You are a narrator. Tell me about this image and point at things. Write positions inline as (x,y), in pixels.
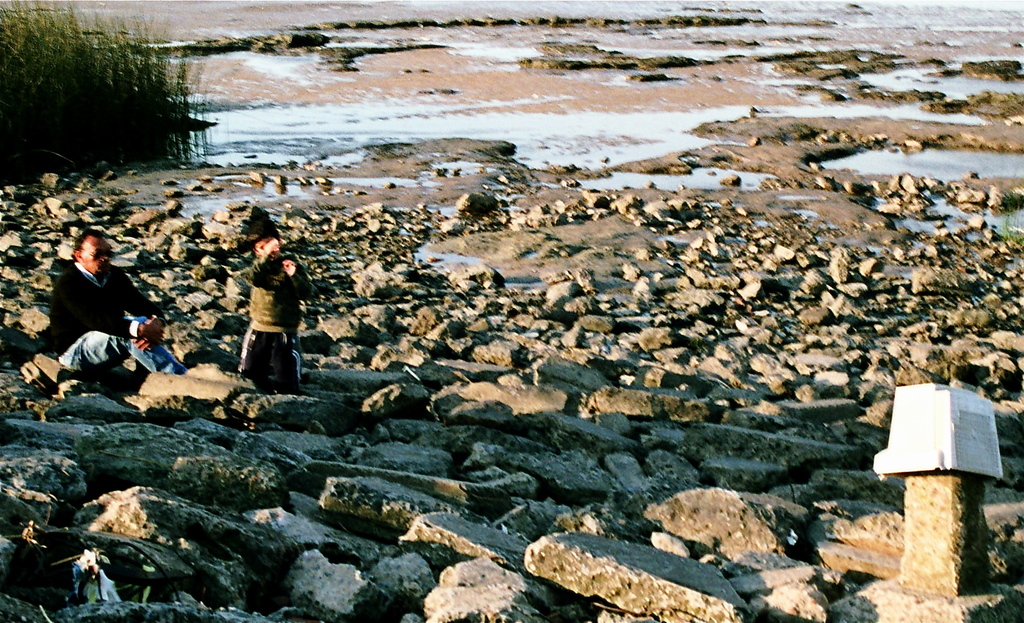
Here we can see two persons (169,371). This is water (503,126) and there are stones (671,456).
